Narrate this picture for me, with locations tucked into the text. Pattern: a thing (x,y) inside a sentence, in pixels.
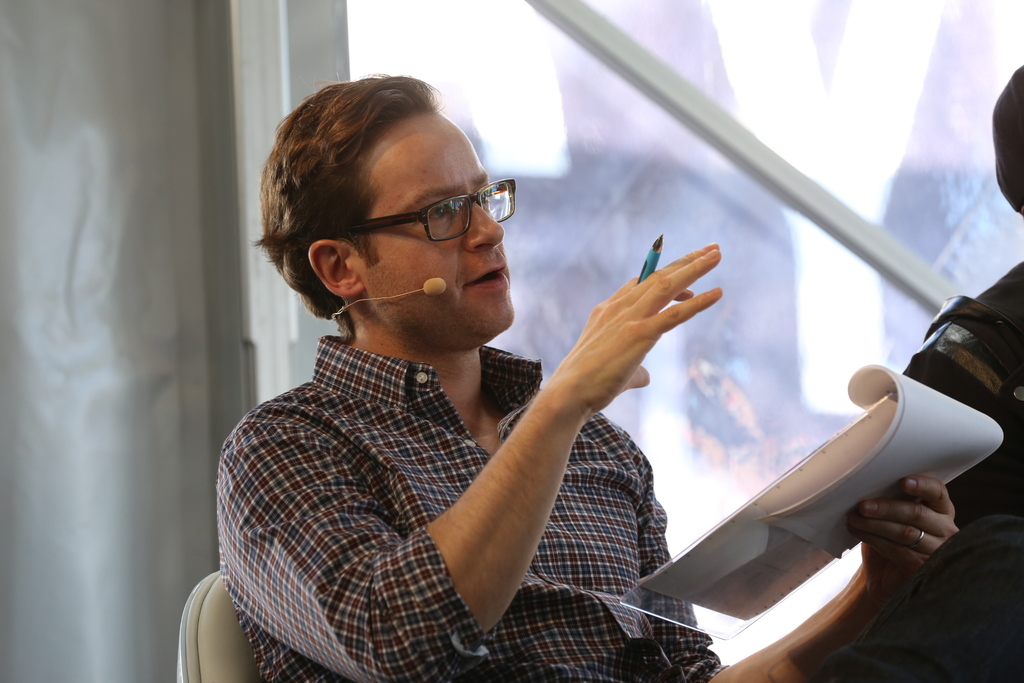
In this picture we can see a man (283,462) wore a spectacle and holding a pen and writing pad (733,514) with his hands (569,378) and talking on the mic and sitting on a chair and in the background (538,299) we can see the wall (120,162).
